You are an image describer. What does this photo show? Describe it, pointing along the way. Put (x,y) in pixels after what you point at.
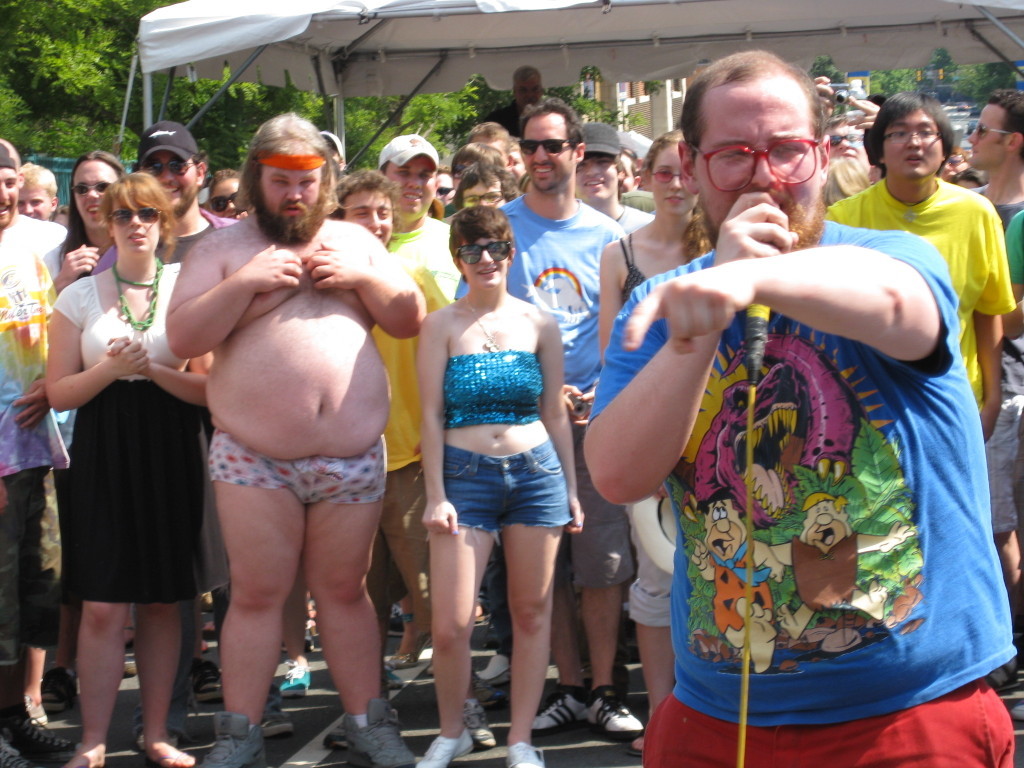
In this image we can see group of people (257,251) standing. One person (787,390) wearing blue t shirt (914,526) and red shorts (892,752) is holding microphone (750,322) in his hand (786,221). In the background (457,29) we can see a shed (470,24) group of trees (131,103) and building (643,95).
